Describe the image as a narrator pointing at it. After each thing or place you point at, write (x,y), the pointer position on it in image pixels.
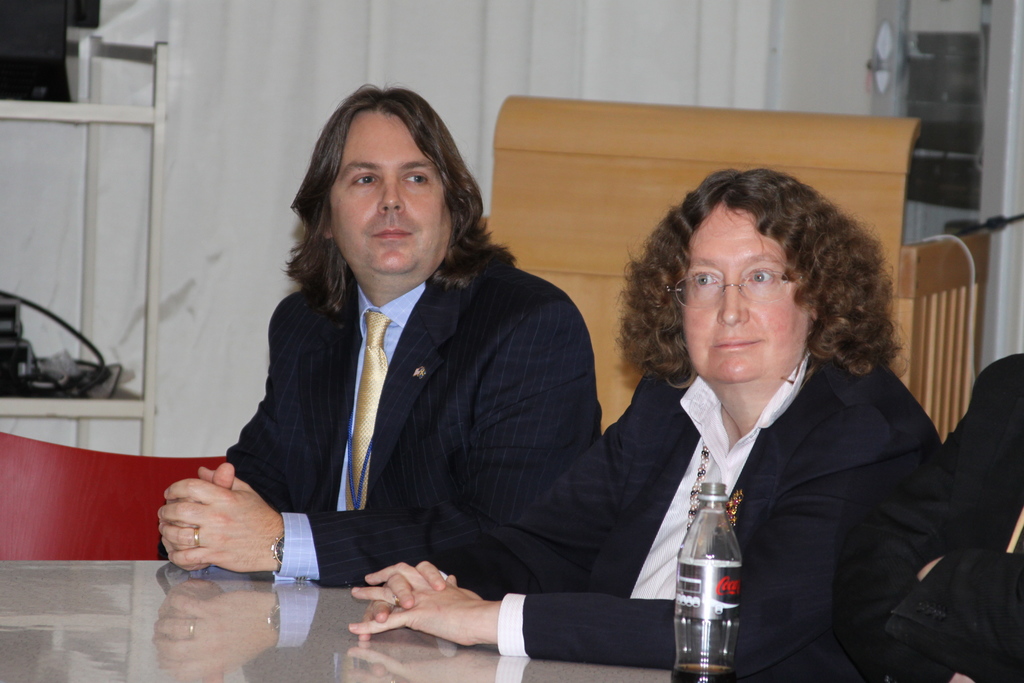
In this picture there are a man (282,477) and a woman (719,447) who are sitting near to the table (347,647). On the table (374,674) I can see the coke bottle (697,645). On the right (892,653) I can see the person (993,465) who is wearing the suit (1011,479). In the back (265,112) I can see the wall (587,75). On the left (89,254) I can see some objects (39,14) on the steel racks (94,114).
